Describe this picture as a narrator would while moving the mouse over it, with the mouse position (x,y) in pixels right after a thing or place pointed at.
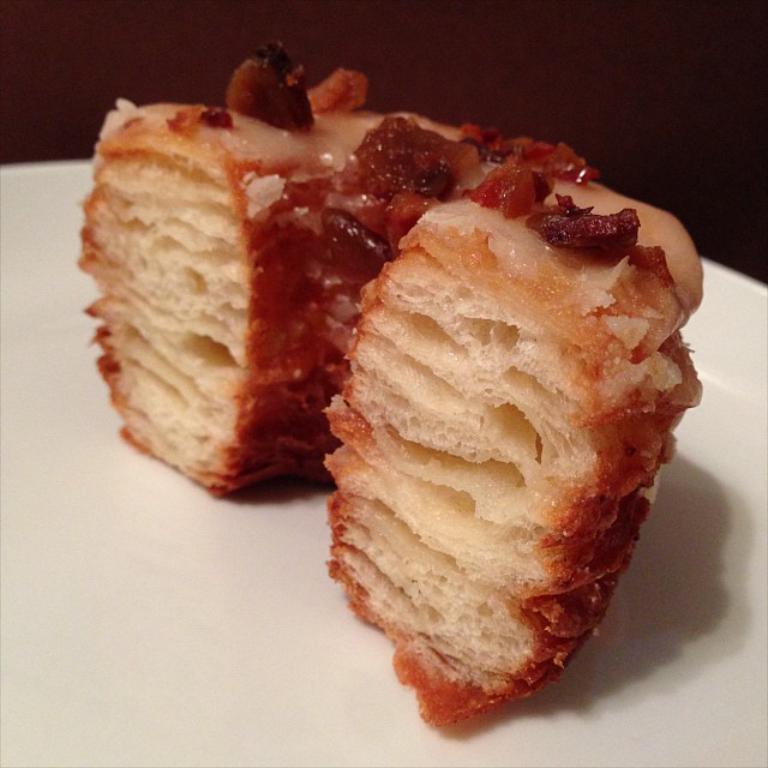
In this image we can see a plate (344,714) containing food item (459,550).
